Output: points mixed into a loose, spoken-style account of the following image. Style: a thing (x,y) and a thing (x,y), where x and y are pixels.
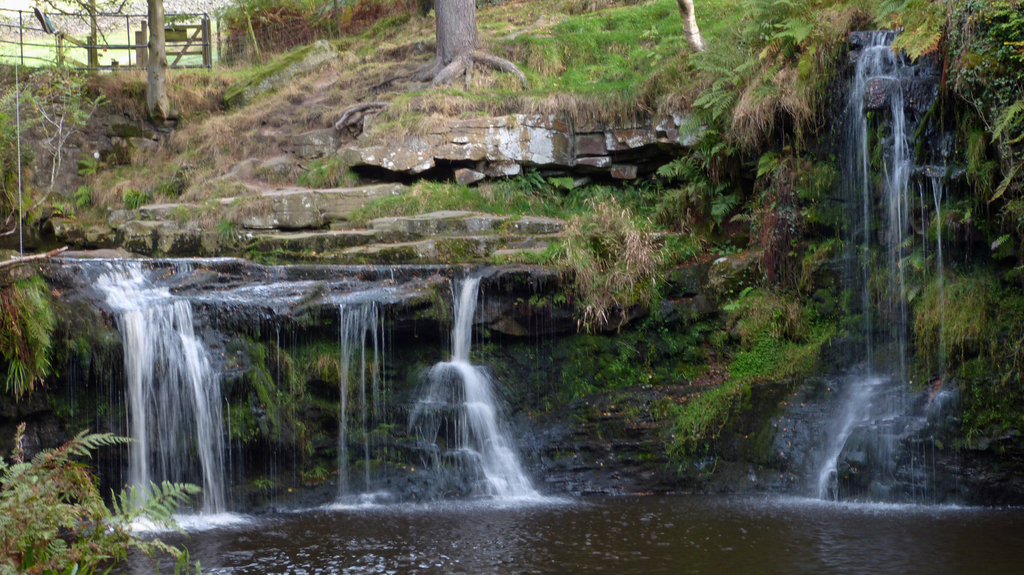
In this image, we can see some plants (85,492), trees (151,31) and grass (138,99). There is a waterfall (879,43) in the middle of the image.
